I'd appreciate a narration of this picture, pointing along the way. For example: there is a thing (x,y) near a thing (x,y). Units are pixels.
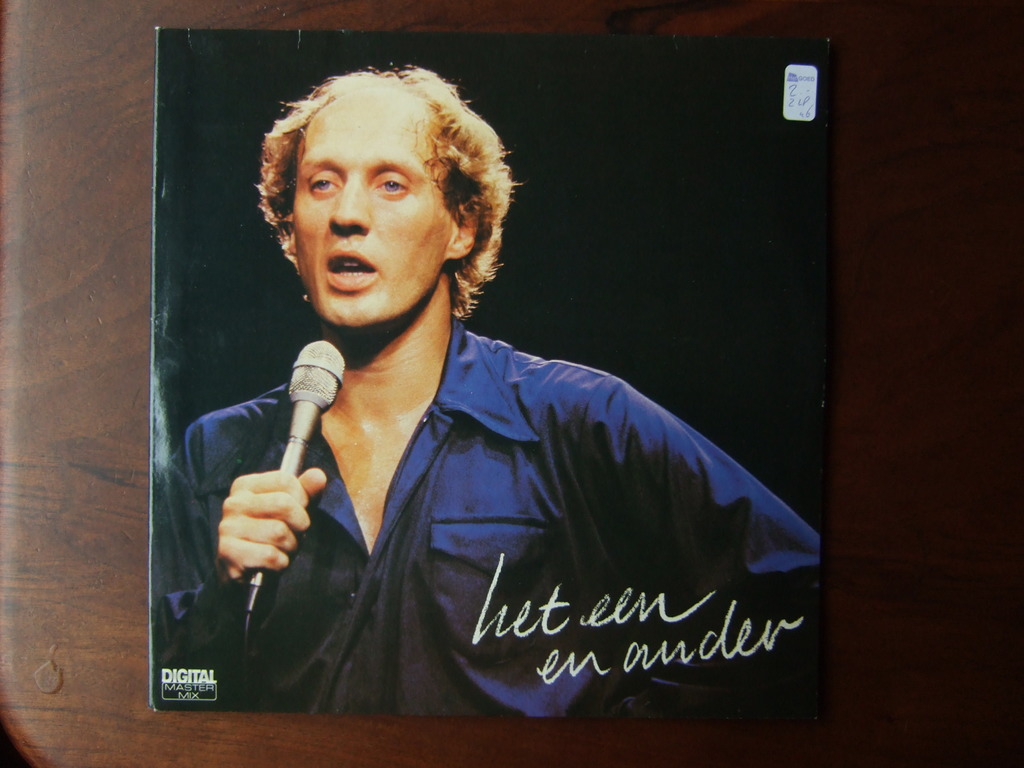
In this picture we can see a table (920,533). On the table (907,506) we can see an object (577,353). On that object (510,397) we can see the text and a person (466,336) is standing and talking by holding a mic (286,468).
